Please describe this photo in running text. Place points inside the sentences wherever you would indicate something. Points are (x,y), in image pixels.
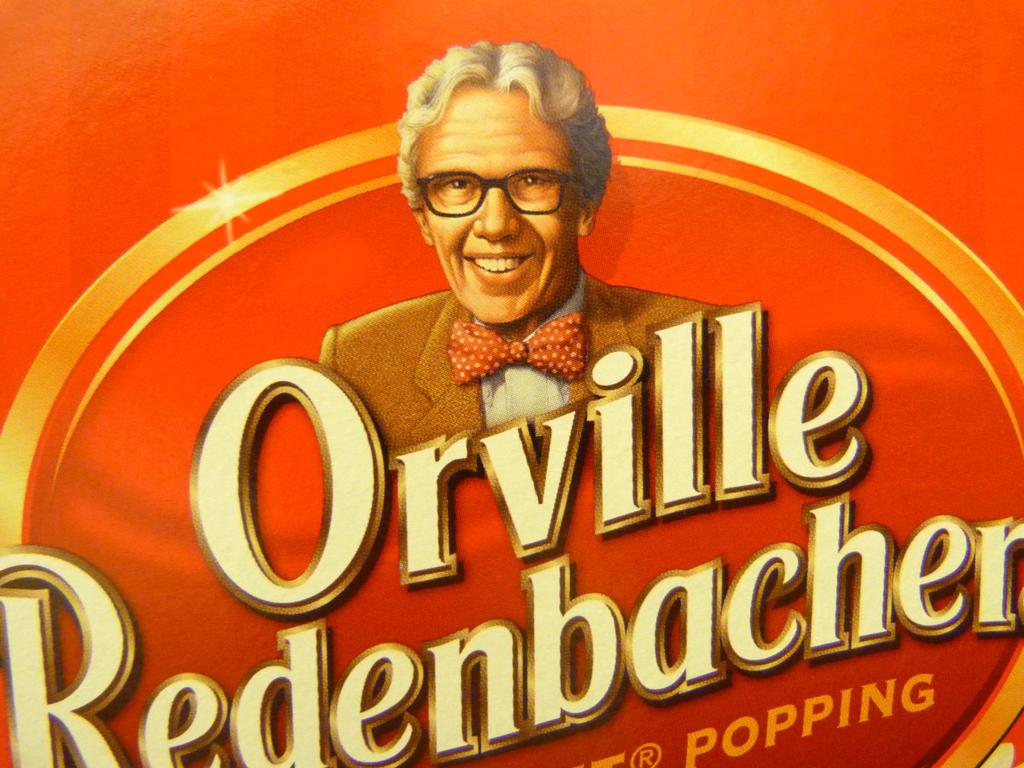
In this picture, we can see a poster (643,338) with some text (335,406) and an image (515,369) on it.
